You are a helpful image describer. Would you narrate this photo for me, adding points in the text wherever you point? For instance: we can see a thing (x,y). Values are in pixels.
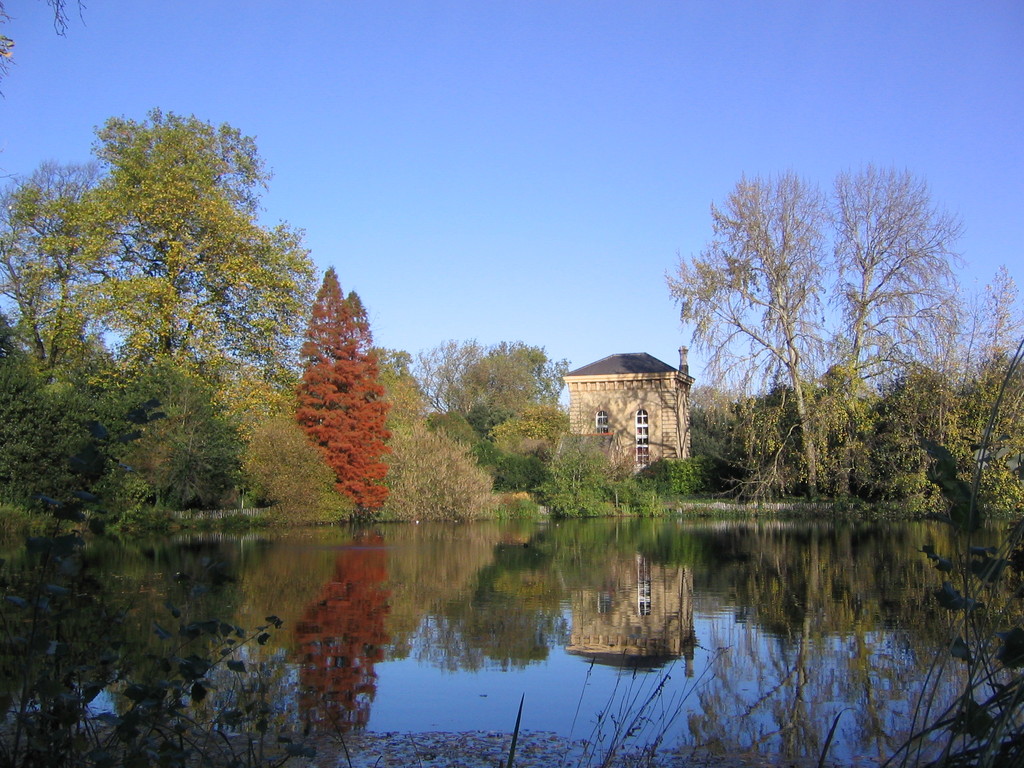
In this image there is a house (658,425), before it there are few plants (567,475). Background (27,393) there are few trees (721,395). Top of image (412,234) there is sky (667,37). Bottom of image (497,648) there is water (626,604) having reflection (584,609) of a house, plants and trees (372,595). Right bottom there is grass (928,766). Left bottom there are few plants (36,683).
